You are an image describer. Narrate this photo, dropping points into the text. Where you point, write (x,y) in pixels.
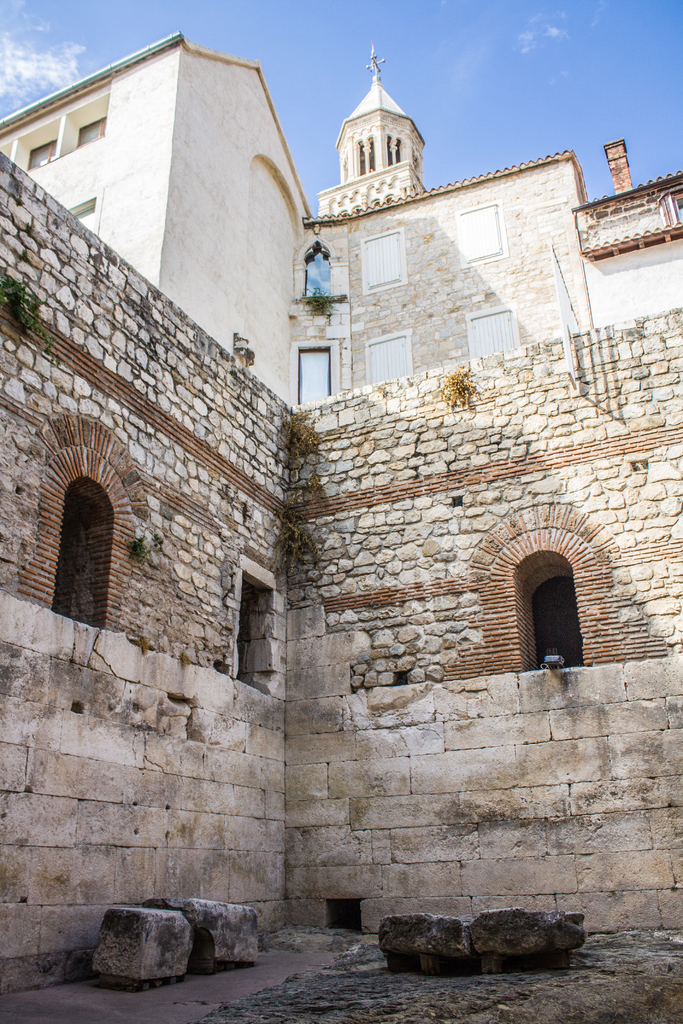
In the picture I can see buildings (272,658), rocks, walls (320,915) and some other objects (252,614). In the background (311,143) I can see the sky (330,126).
